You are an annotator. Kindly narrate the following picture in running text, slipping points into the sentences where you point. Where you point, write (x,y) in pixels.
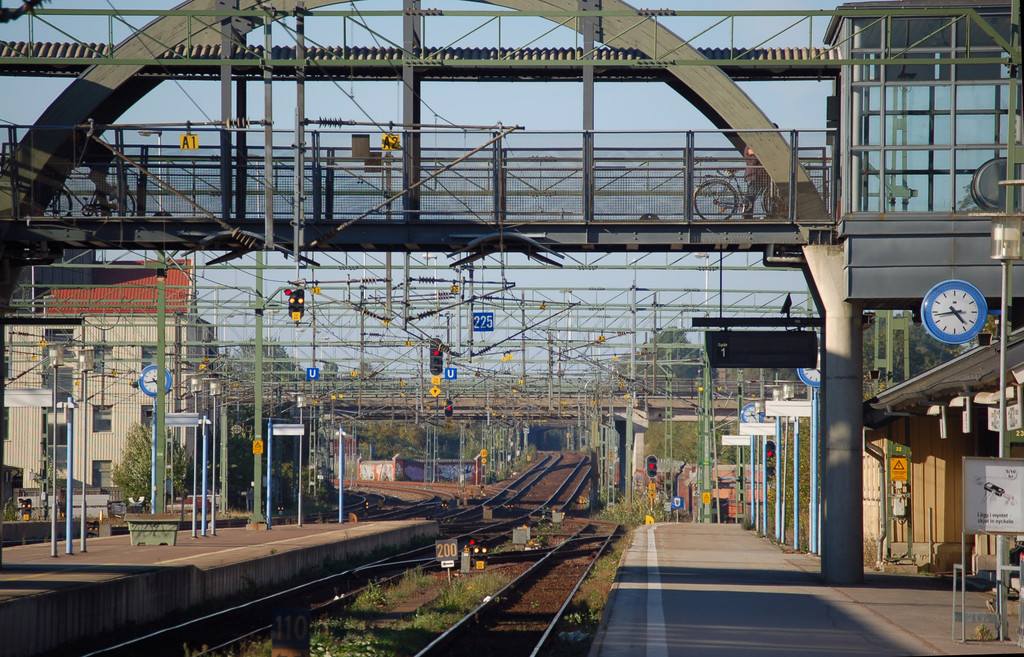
In this image I can see few railway tracks (508,601) on the ground (497,573), platforms (683,566) on both sides of the tracks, few metal poles (158,454), a bridge (168,169), few persons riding bicycles (86,198) on the bridge (437,178), few clocks (935,310) which are white and blue in color, few boards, a traffic signal (300,315), few buildings (959,451) and few trees (417,429). In the background (485,97) I can see the sky (645,113).
